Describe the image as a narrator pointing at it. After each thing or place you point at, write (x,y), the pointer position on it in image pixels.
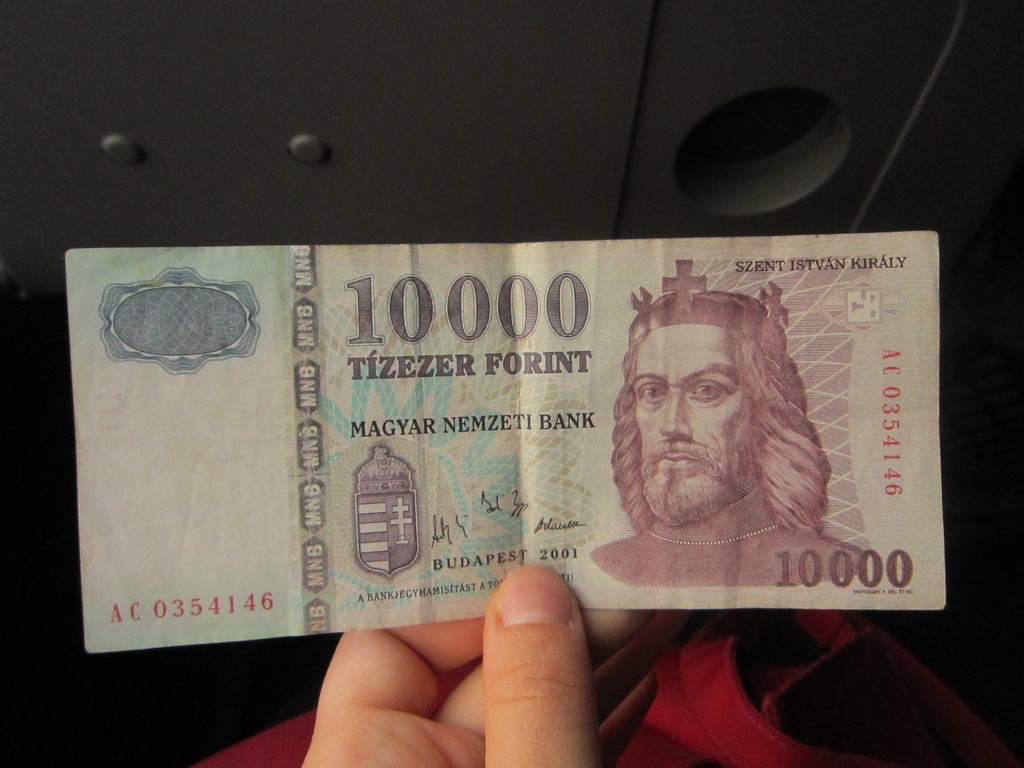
In this image we can see there is a person hand (543,627) holding currency note (508,459).
